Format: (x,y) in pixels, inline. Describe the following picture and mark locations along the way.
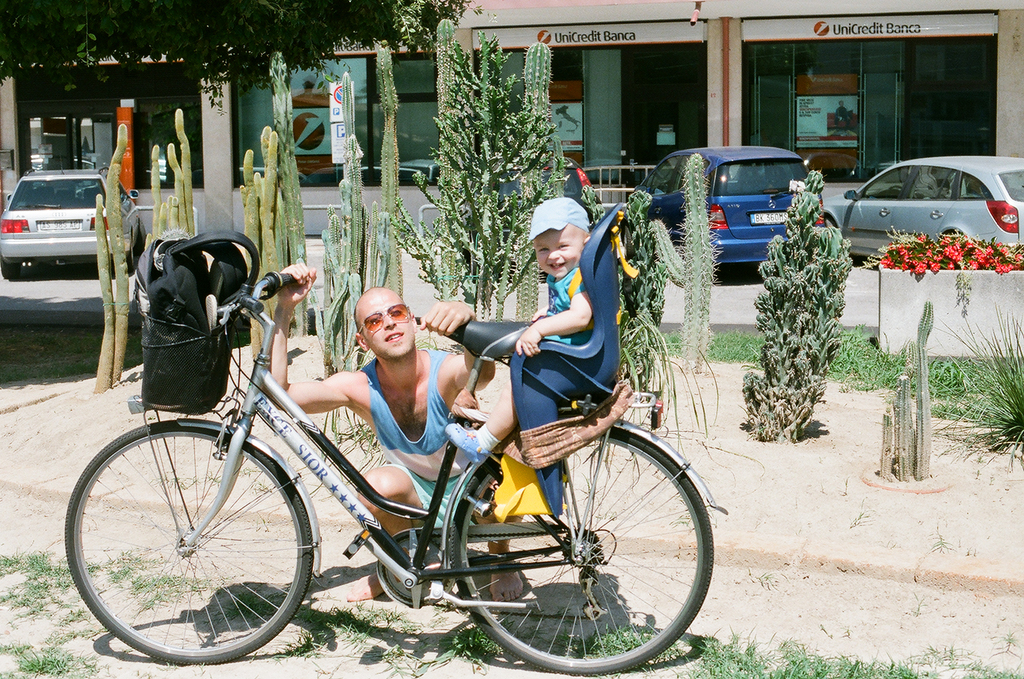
In this image I see a man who is holding the cycle (234,654) and I see a baby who is sitting on the cycle (463,332) and there is a bag (245,242) over here. In the background (173,199) I see plants (185,199), grass (675,345), cars (1009,215), a tree (448,14) and the building (1000,6).
